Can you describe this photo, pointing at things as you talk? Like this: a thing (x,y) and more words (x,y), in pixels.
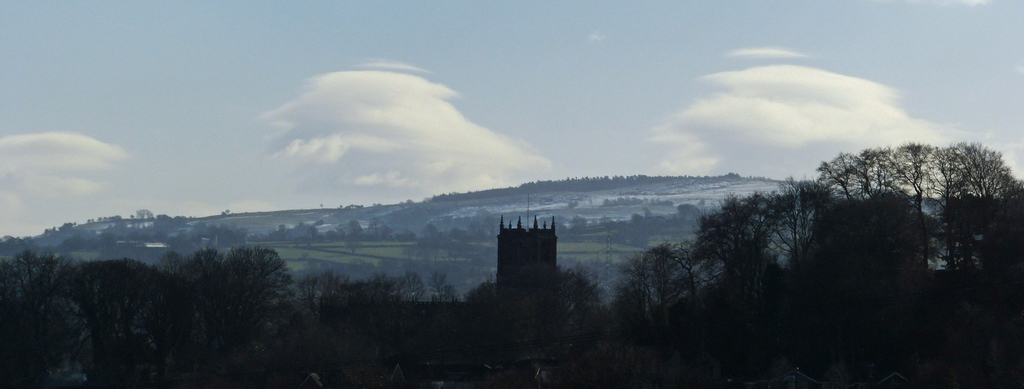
In this image, there are hills (464,234), trees (746,331), fields (402,253) and a tower (526,273). In the background (933,76), there is the sky (760,103).
